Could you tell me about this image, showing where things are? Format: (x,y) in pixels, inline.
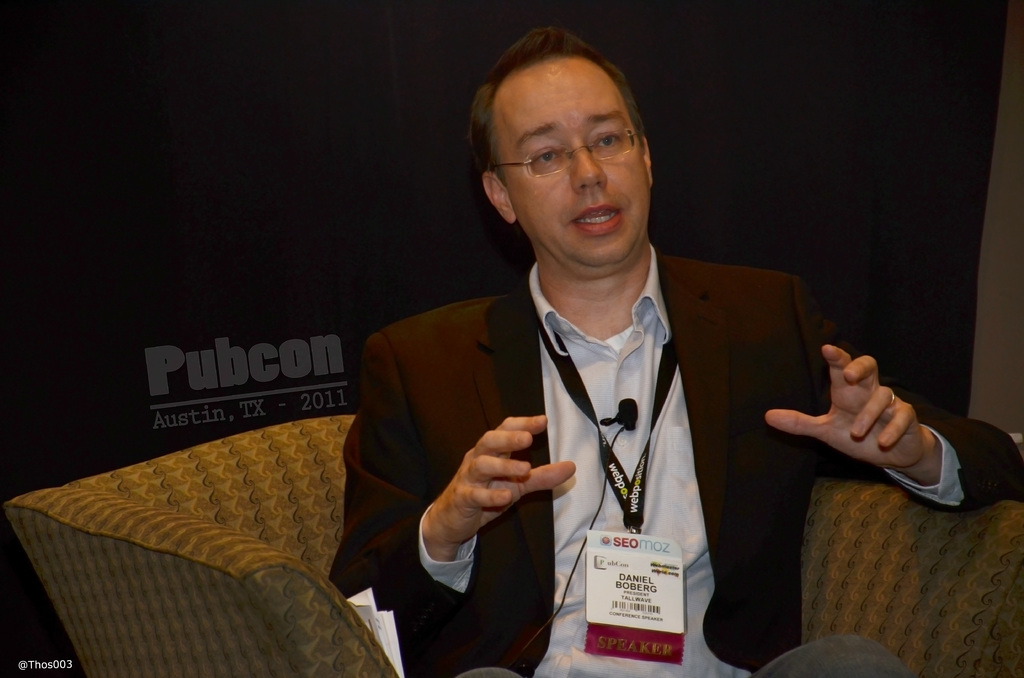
In this image, we can see a man (777,583) sitting on the sofa (240,658), he is wearing a coat (493,416) and ID card (655,551).
